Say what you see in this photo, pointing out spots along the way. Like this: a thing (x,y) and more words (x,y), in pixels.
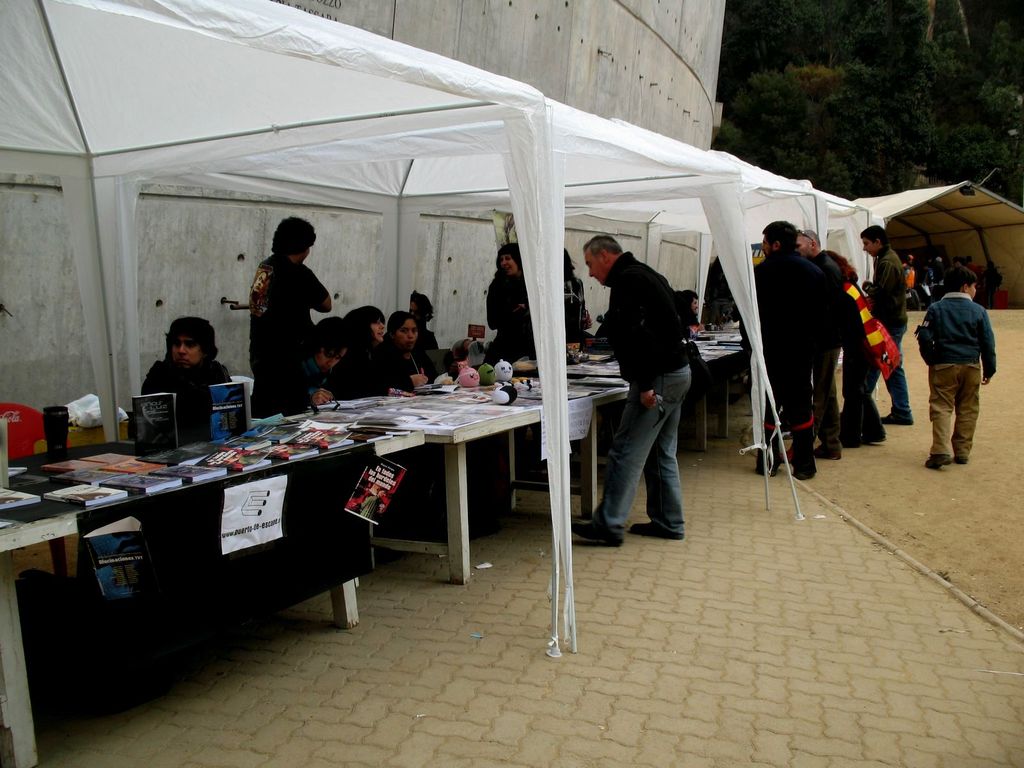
As we can see in the image there are people (378,348) who are sitting on a table (189,433) and in front of them there is a table (54,514) on which they kept the books (215,421) and on the above there is a white tent (543,146) and the people (660,382) are looking at the books (701,346) which are kept and behind the tents (616,152) there are lot of trees (866,79).
